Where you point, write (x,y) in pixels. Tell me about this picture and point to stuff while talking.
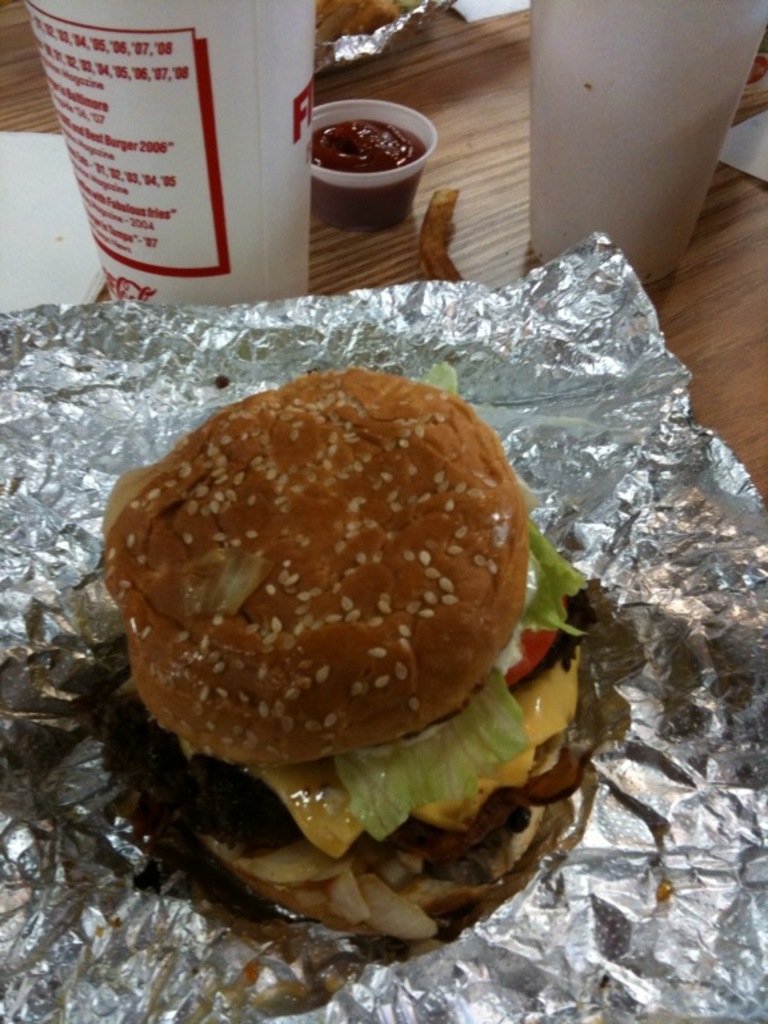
In this picture I can see food items (353,18) on the aluminium foils (345,351), there are glasses (182,56), tissues (24,222) and it looks like sauce (356,147) in a cup (405,125) on the table (461,150).
